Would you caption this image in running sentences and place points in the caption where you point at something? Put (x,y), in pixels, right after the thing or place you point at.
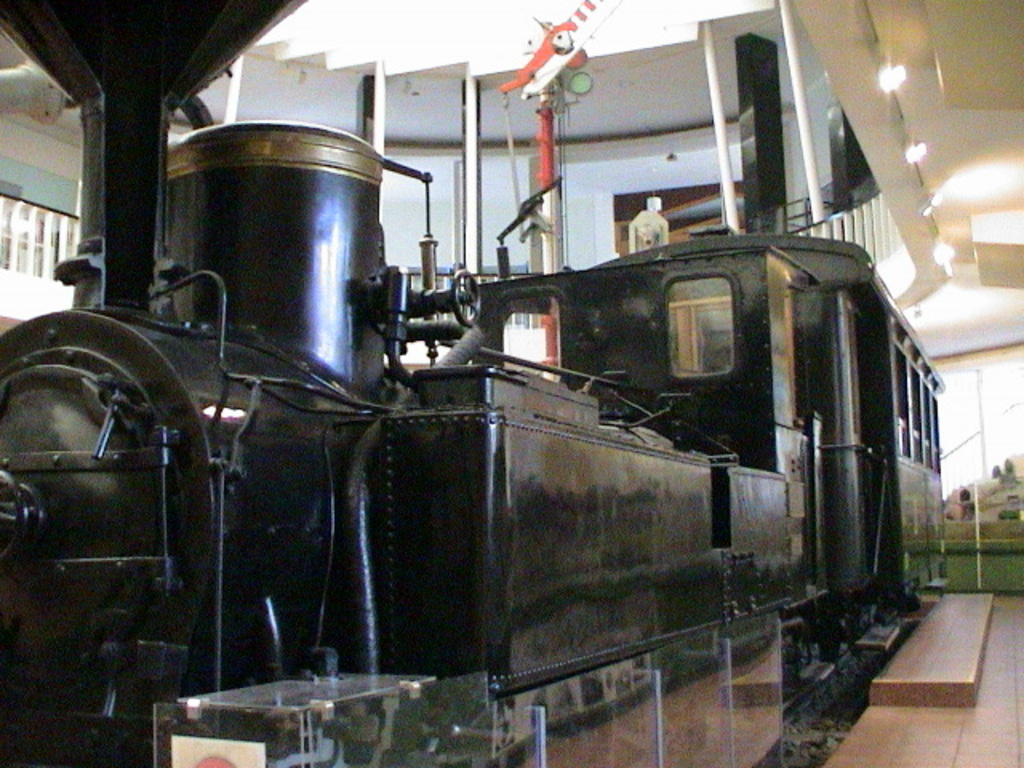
In this image we can see a train engine (570,535) which is in black color.
